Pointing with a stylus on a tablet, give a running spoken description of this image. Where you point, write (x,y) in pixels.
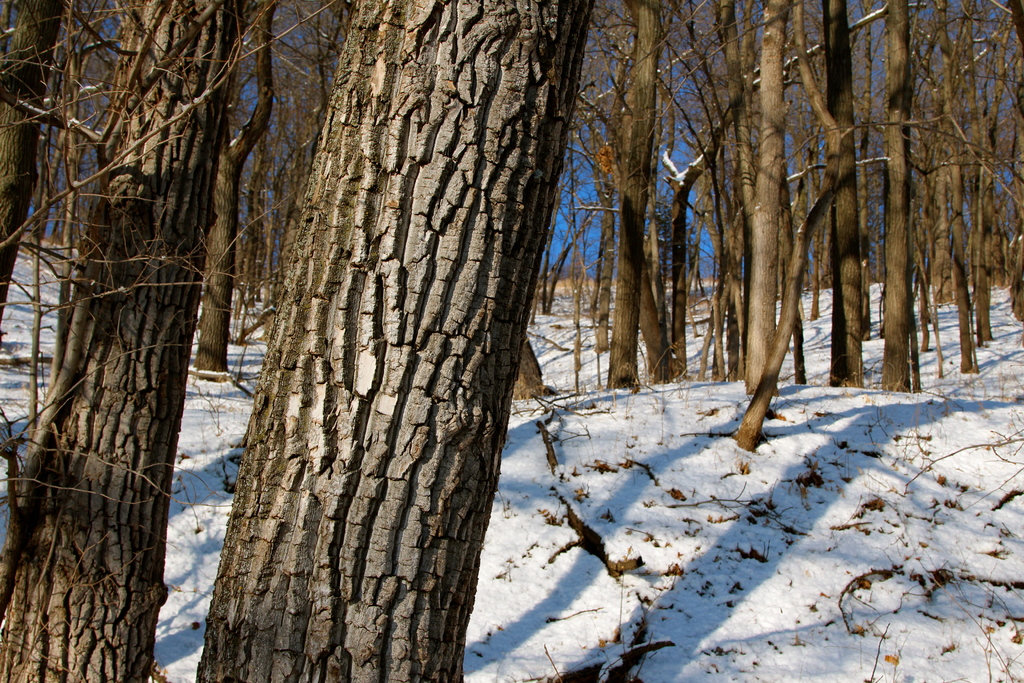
In this image we can see tree trunks (460,268), snow (657,446) on the ground (727,445) and sky (615,243).
